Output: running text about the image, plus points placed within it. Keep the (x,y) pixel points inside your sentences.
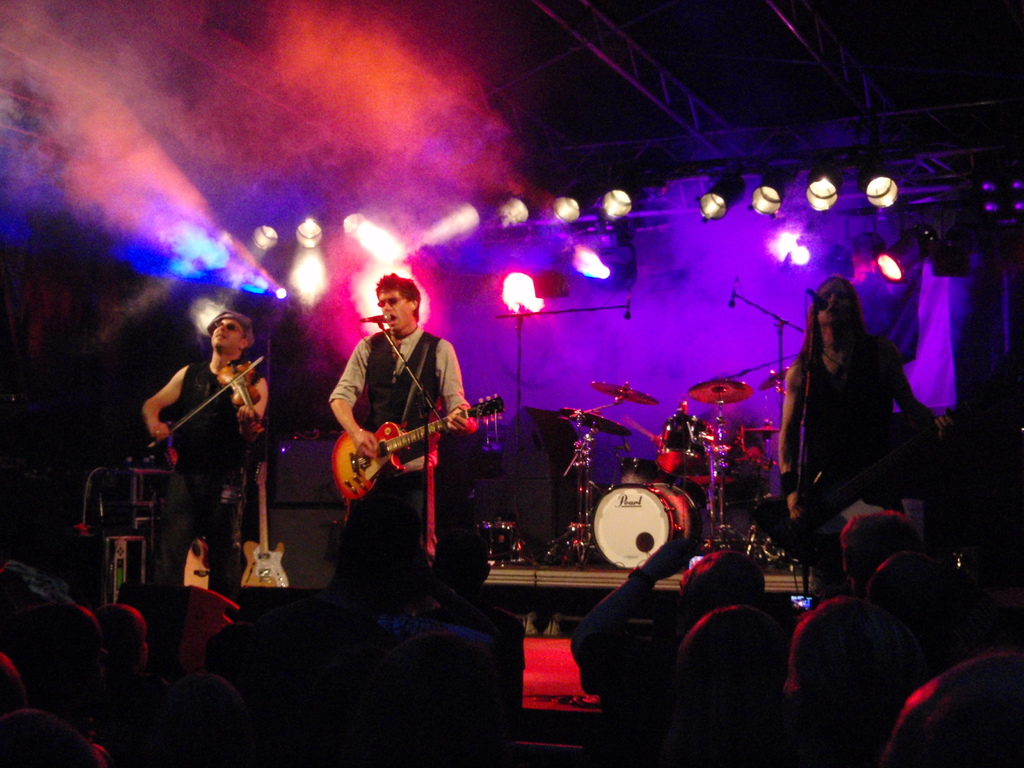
In the image there are three people (883,415) who are standing and playing their musical instruments (381,446). In middle (419,418) there is a man (415,393) playing a guitar (395,438) and opened his mouth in front of a microphone (388,321) for singing and there are group of people (949,595) as audience (961,631). In background (728,407) we can see few musical instruments (579,438) on top (638,134) there is a roof (655,139) with some lights (836,189).
